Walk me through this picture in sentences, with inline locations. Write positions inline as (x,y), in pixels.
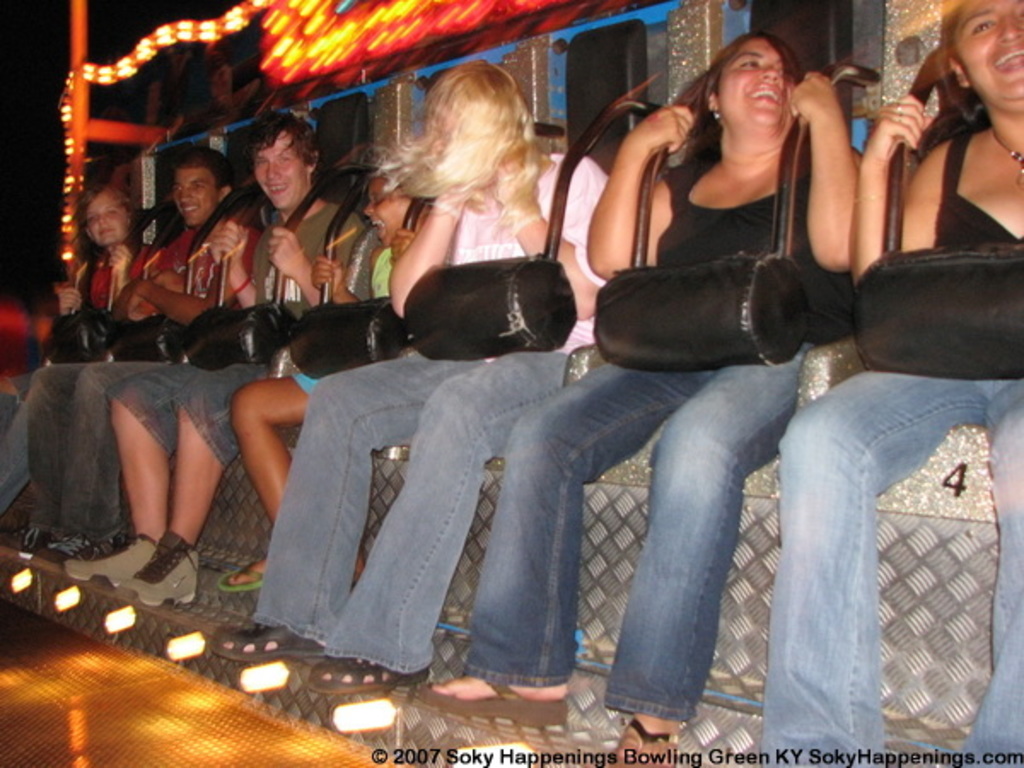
In this picture we can see there are groups of people (344,294) sitting on an object (381,334). Behind the people (141,364) there are lights (162,42) and a dark background (11,87).
